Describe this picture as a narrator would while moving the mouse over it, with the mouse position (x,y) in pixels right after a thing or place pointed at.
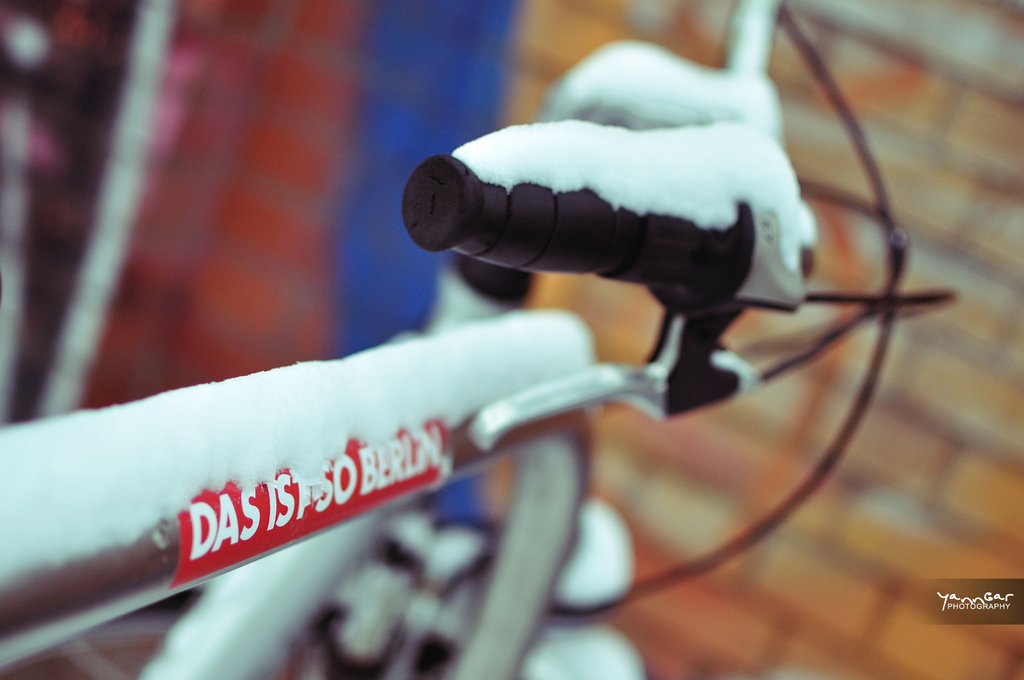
In this image, we can see a bicycle (692,313) and we can see snow (194,427) on the bicycle (27,585). In the background (941,327), we can see the brick wall (907,373).
